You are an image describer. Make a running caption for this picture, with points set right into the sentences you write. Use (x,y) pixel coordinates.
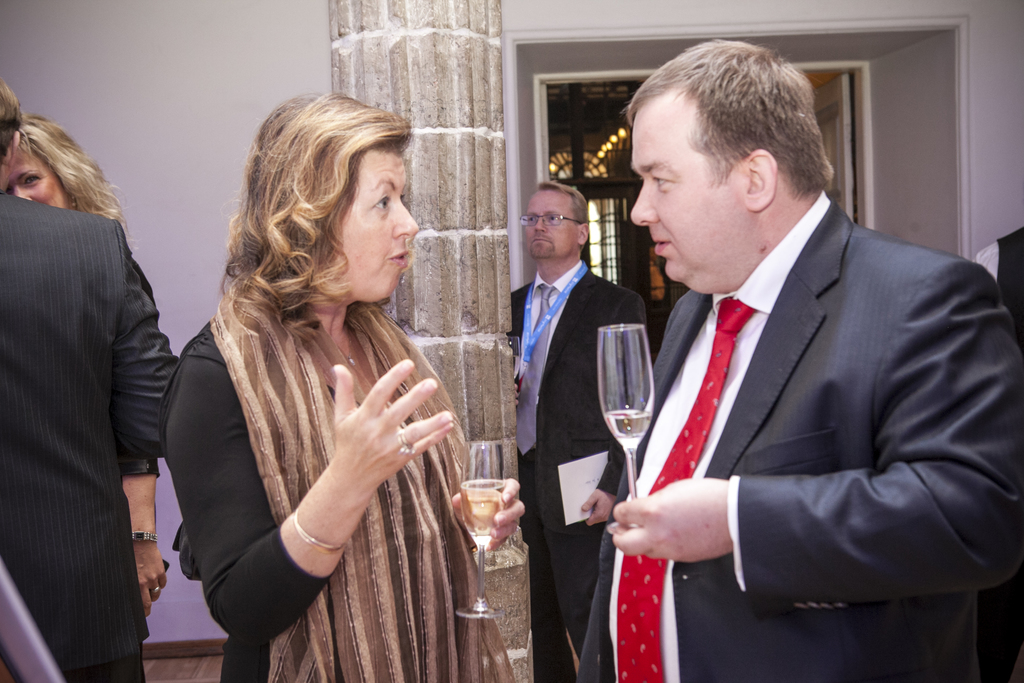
This picture is clicked inside the room (1017,137). On the right corner of the picture (834,319), we see a man (774,410) wearing blue blazer (848,405) and red tie (706,423) is holding glass (647,329) in his hands (650,520). Opposite to him, we see woman (242,588) in black dress (219,426) is holding glass (490,490) with wine (492,494), in her hands (506,519) and she is talking to the man (776,426) opposite to her. Behind them, we see a pillar (465,165) and behind the pillar (484,217), we see a man (540,309) wearing ID card (560,302) and behind him, we see the other room (599,169) which contains windows (603,241). On the left corner of the picture (113,307), we see a man (112,301) in black blazer (82,317) is talking to women (78,168) on the opposite side and behind them, we see a wall (166,179) which is white in color.
